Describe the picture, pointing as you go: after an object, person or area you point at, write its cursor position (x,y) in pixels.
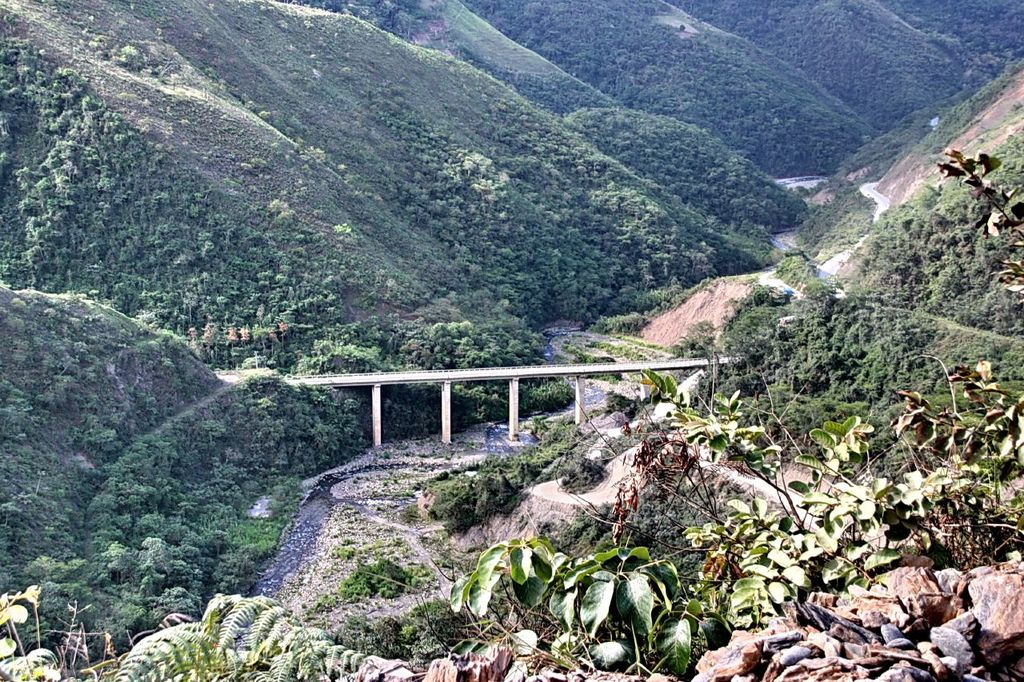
In this image in the center (562,368) there is one bridge (648,368), and on the right side (809,312) and left side (331,179) there are some mountains (190,408) and trees (209,555).
